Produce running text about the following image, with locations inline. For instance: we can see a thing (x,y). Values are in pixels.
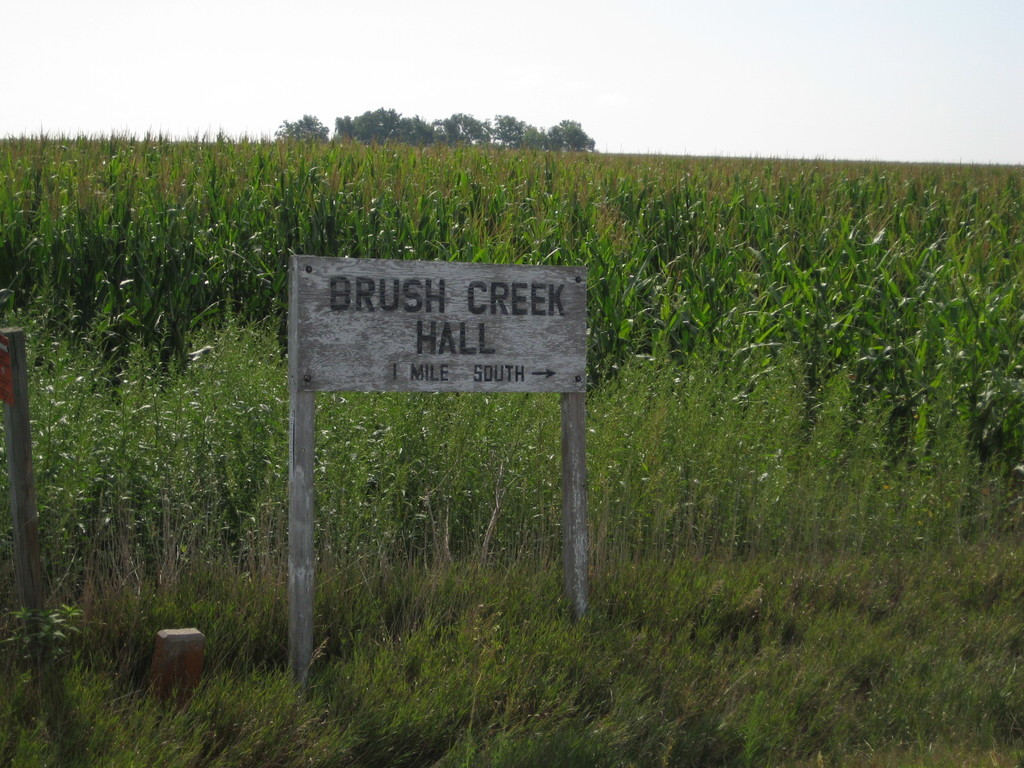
In this picture we can see a name board (432,290), poles (293,546), plants (542,407), trees (389,120) and in the background (331,116) we can see the sky (503,80).
